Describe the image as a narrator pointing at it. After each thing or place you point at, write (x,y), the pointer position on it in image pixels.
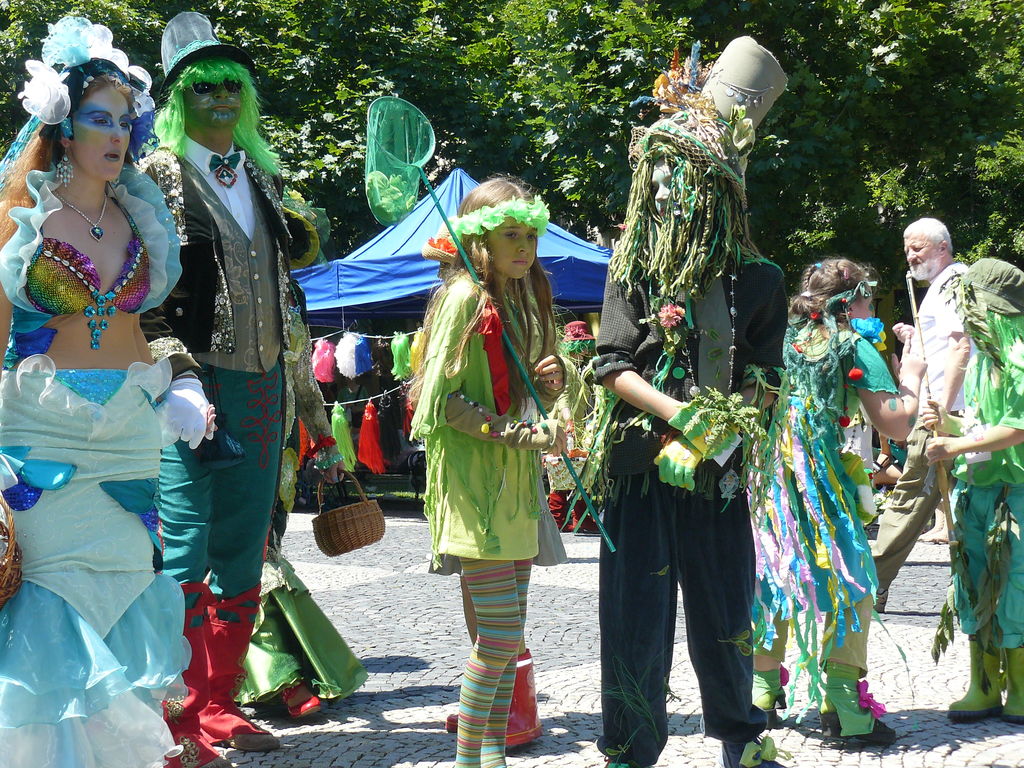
In the foreground (159,393) I can see a group of people (304,418) are standing on the floor (370,568) in costumes (501,550). In the background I can see trees (838,178) and tents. This image is taken may be during a day.
